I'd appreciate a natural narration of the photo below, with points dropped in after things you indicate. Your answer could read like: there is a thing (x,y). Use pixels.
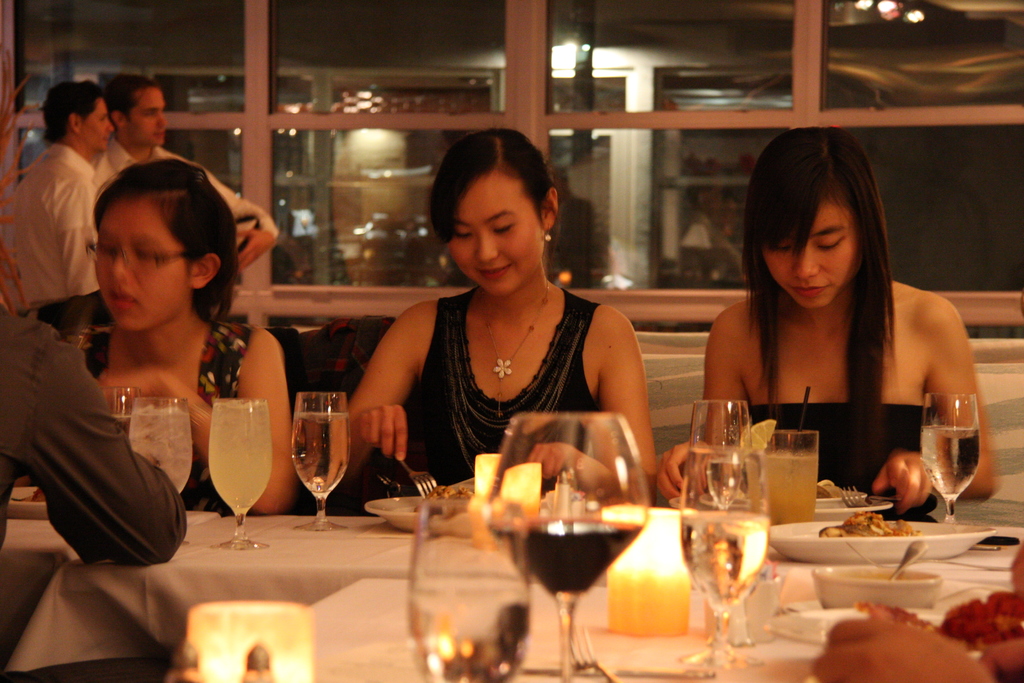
In the center of the image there is a table (404,571). On the table (467,537) we can see cloth (336,544), glasses (550,481) contains liquids (723,516), bowls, spoons (916,555), plates (828,523) contains food items (870,528), lemon slice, forks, tissue papers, candles (687,595). Beside the table (364,566) some persons (211,383) are sitting. In the background of the image (415,244) we can see glass (592,169), wall (695,309), some persons (159,151), lights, roof (622,38).
